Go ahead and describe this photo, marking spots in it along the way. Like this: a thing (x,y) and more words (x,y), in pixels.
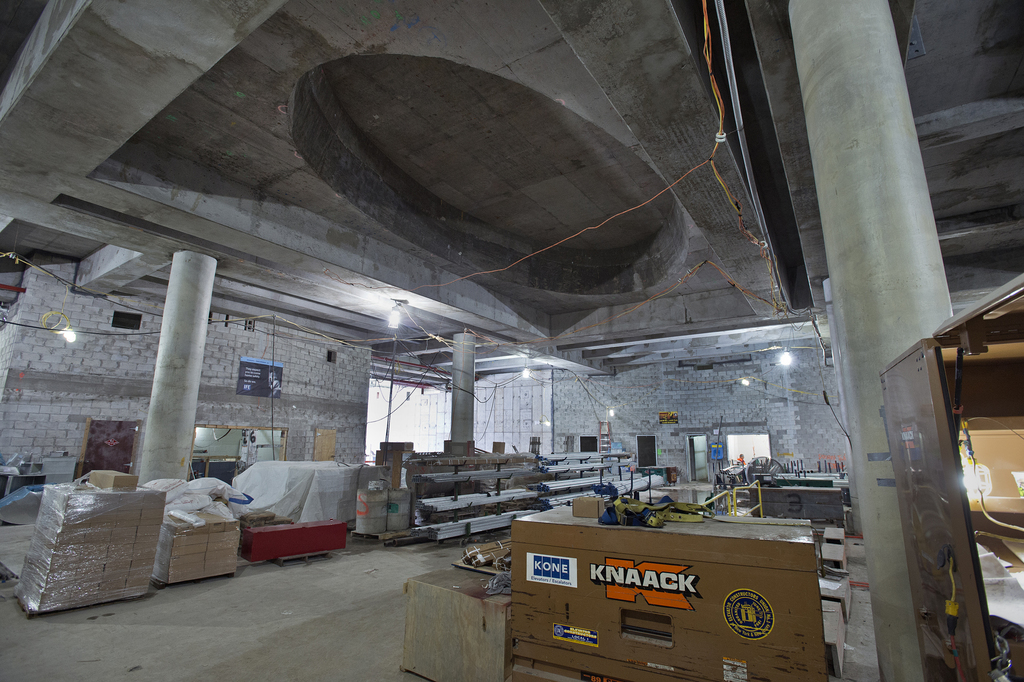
In this picture we can see a few objects (600,497) on a metal box (781,555). There is a light (991,480) and a cabinet (925,484) on the right side (934,471). We can see some objects (155,545) on the floor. There are a few pillars (165,404). We can see some objects (178,540) in the background (604,424). There are a few lights (612,411) and wires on top (733,193).
